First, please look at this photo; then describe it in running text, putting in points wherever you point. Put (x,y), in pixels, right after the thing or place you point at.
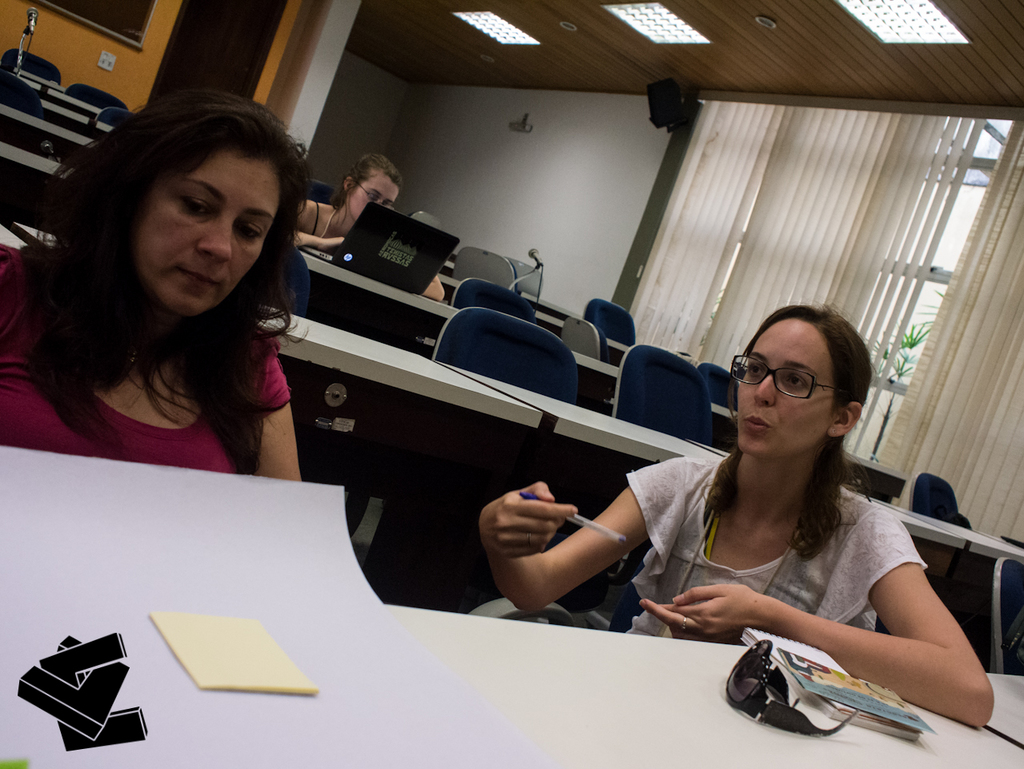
In the image we can see there are women (188,415) sitting on the chair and there are papers (243,652) and sunglasses (744,666) kept on the table (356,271). There is a laptop (371,259) kept on the table (371,281) and there is a mic (23,35) kept on the table (61,119). There is speaker box (674,105) kept on the wall (643,113) and there are lights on the top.
